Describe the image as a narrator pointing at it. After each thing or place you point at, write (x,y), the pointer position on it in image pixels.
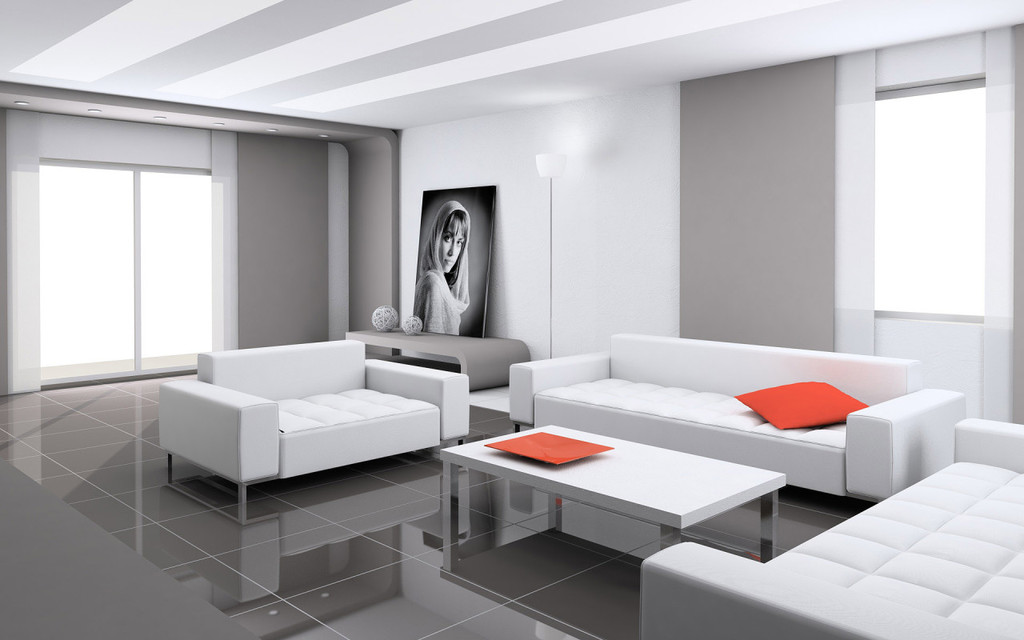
In this image, we can see the inside view of the house (718,313). Here there are few couches (980,636), table (752,488), cushion (806,410), some object (526,441), photo frame (456,241), show piece (409,327), wall (615,298), window (983,236). At the bottom (404,566), there is a floor (367,569). Here we can see glass door (179,232). Top of the image (286,61), there is a ceiling (317,70) with lights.
